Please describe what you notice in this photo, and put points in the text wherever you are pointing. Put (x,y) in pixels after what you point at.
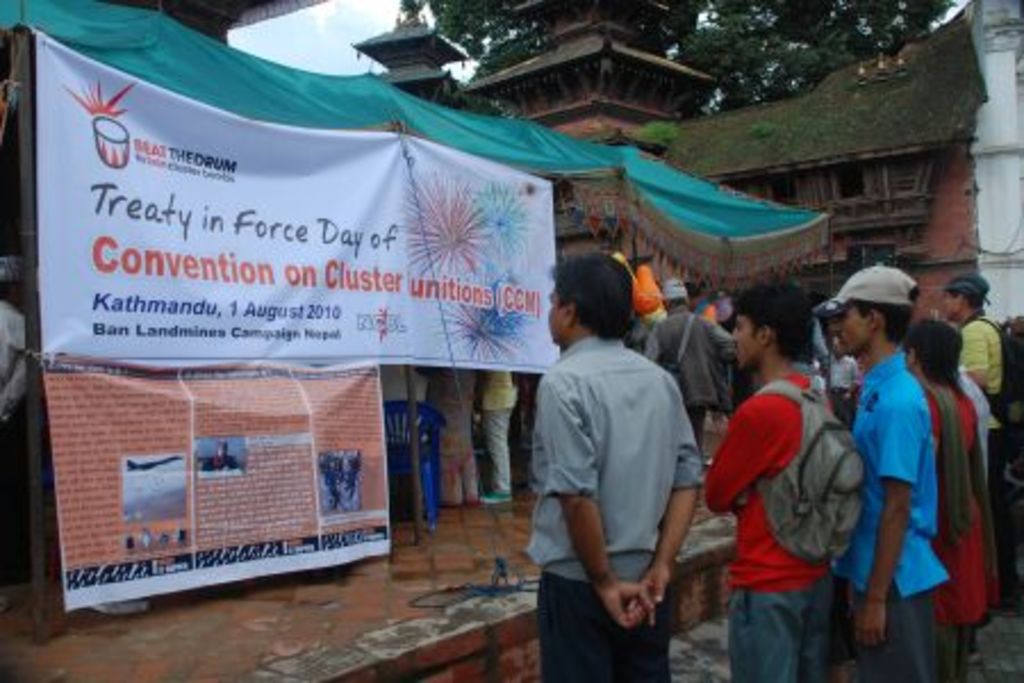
This image consists of many people (694,494) standing on the road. In the front (388,247), there are tents (732,227) along with banners (493,213). On the right (942,160), we can see a house (750,127) along with windows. At the top (733,17), there are trees (810,27) and sky (315,29).
